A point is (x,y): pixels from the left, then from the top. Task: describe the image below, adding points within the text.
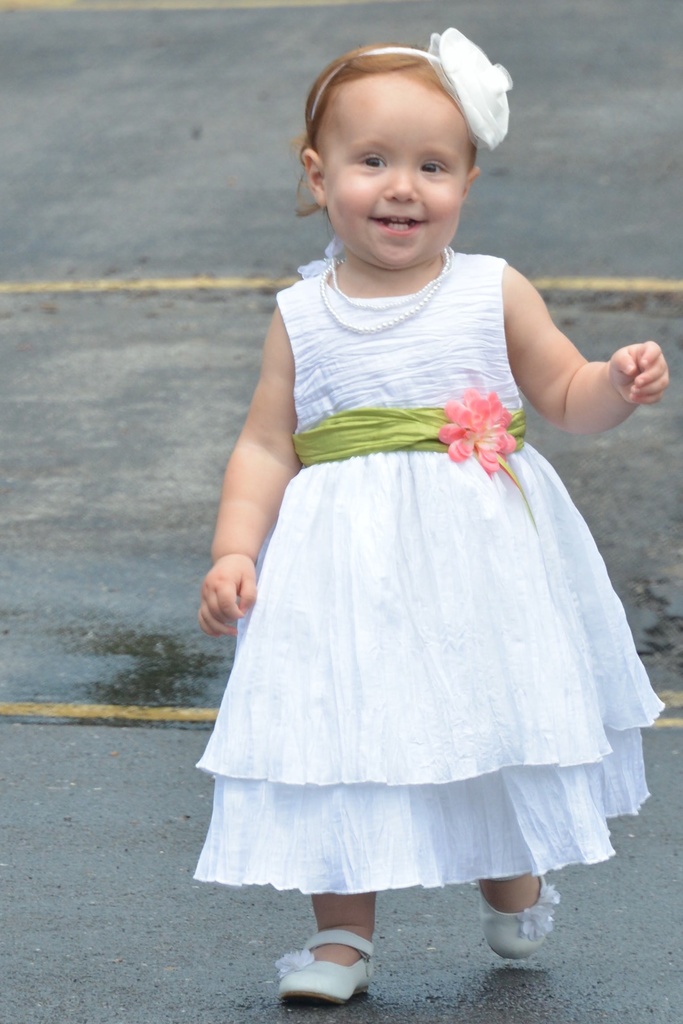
In this picture I can see the path (93,337) on which there are 2 lines (72,708) and in front (357,499) I see a girl (347,114) who is wearing white color dress (342,395) and I see necklace (365,331) around her neck (412,281) and I see hair band (448,46) on her hair (319,120) and I see that she is wearing white color shoes (491,940).
